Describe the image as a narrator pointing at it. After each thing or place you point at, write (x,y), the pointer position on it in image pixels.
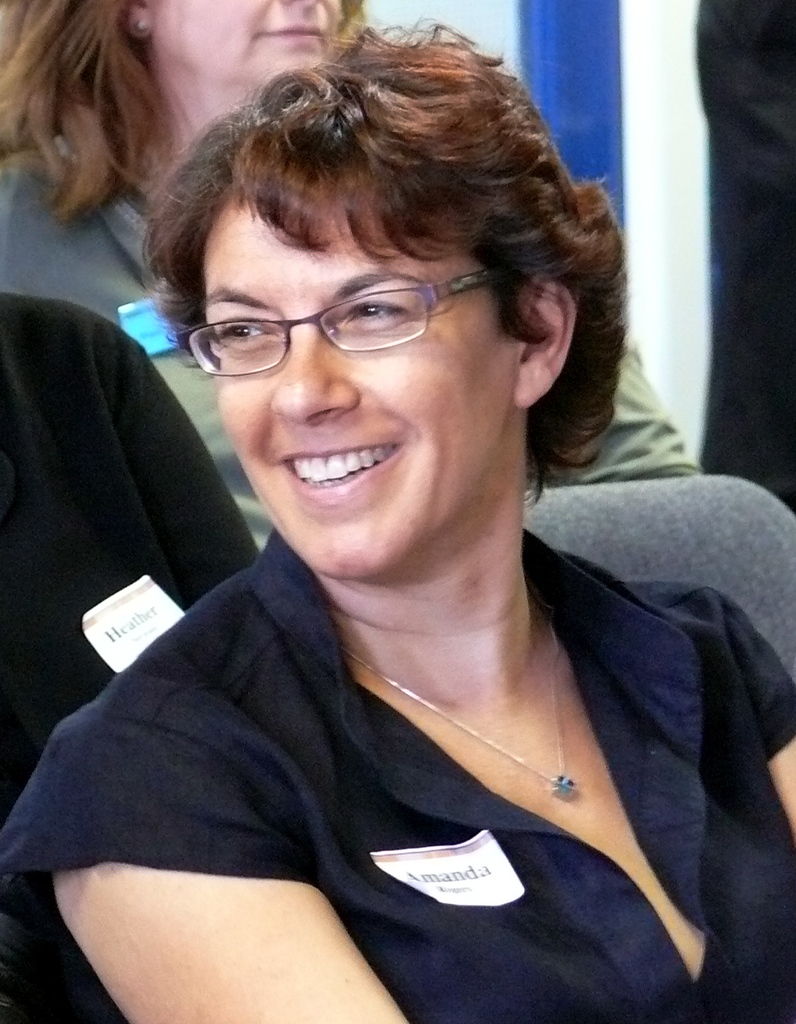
In this picture we can see a woman (644,669) wore spectacle (203,343) and sitting on a chair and smiling and in the background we can see some persons (138,246).
